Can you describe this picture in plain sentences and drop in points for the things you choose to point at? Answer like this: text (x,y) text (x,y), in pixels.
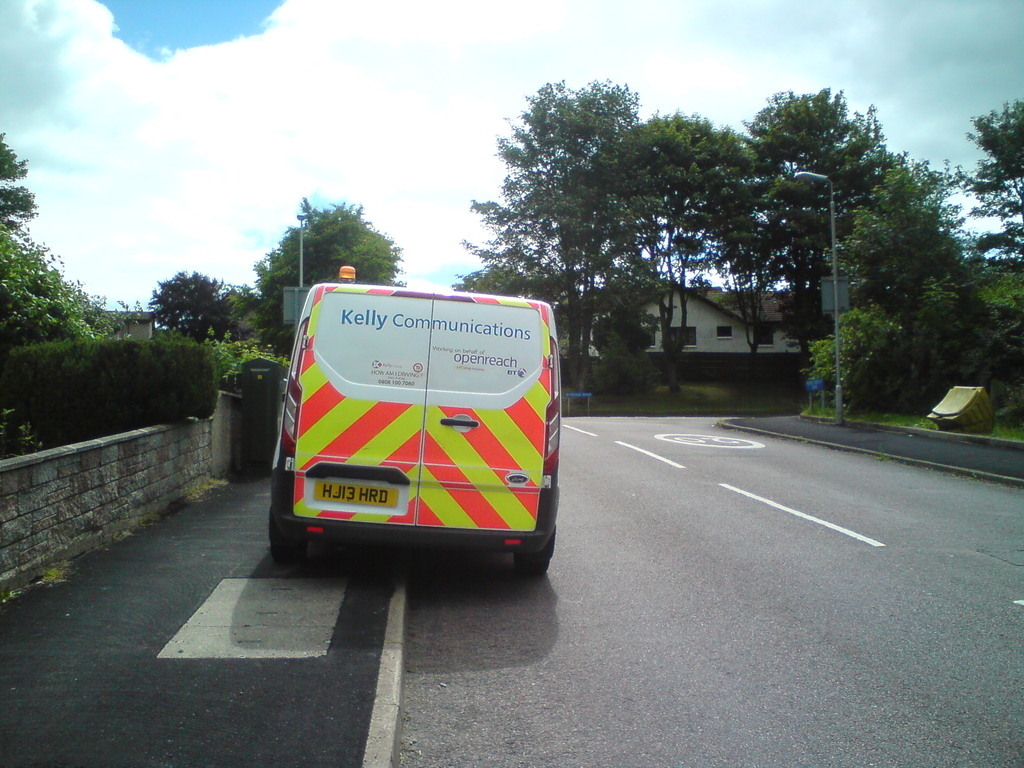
In this image we can see a vehicle (494,470) on the road (775,610). In the background (1021,260), we can see trees (589,340), poles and a building (703,308). At the top of the image (320,32), we can see the sky (276,30) with clouds (256,52). There is an object (965,409) on the right side of the image (955,412). We can see a boundary wall (154,468) on the left side of the image (154,468).
